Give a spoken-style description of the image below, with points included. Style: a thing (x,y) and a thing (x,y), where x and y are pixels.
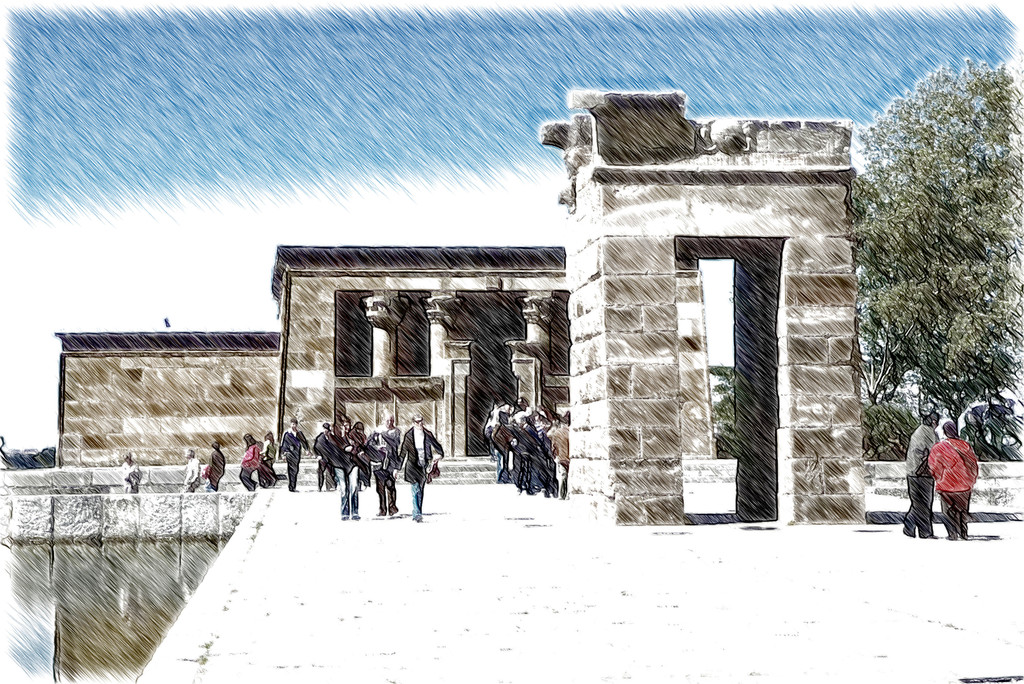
This image is the painting where there are persons (349,455) in the front (404,455) standing and walking and on the right side (924,319) there is a tree (897,290). In the center (555,327) there are buildings (399,381).
